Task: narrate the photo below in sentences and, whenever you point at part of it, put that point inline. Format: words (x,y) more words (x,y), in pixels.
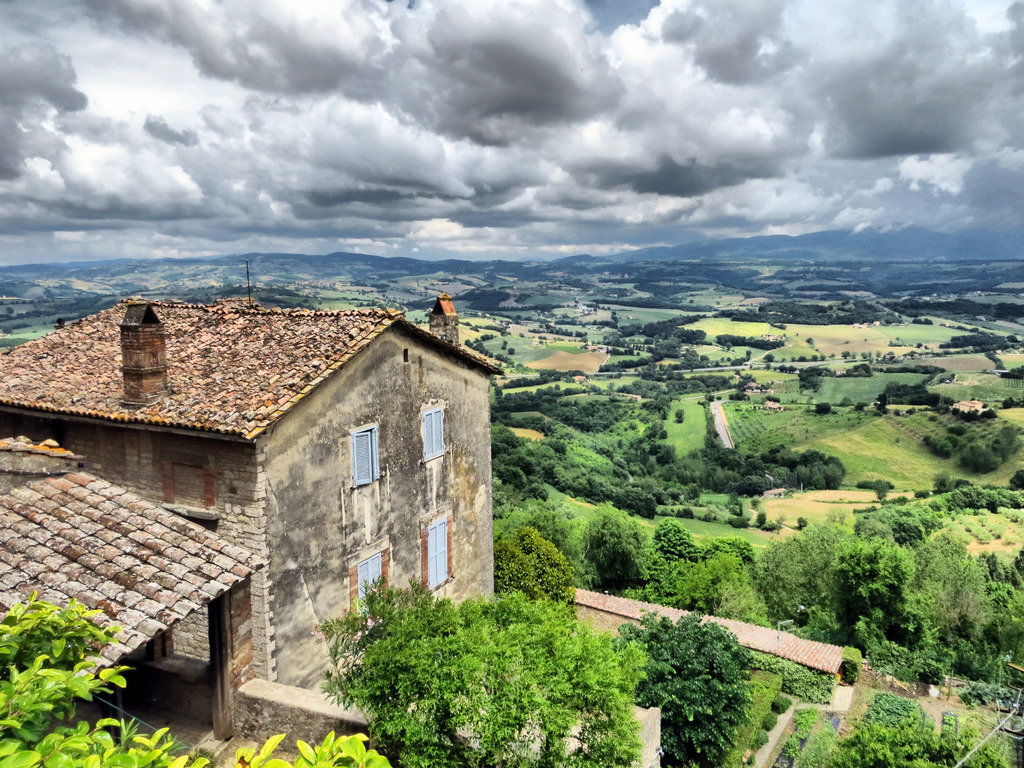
In this picture we can see a building (317,543) here, there are some trees (498,606) and grass (826,394) at the bottom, there is a cloudy sky (624,70) at the top of the picture (547,69).
